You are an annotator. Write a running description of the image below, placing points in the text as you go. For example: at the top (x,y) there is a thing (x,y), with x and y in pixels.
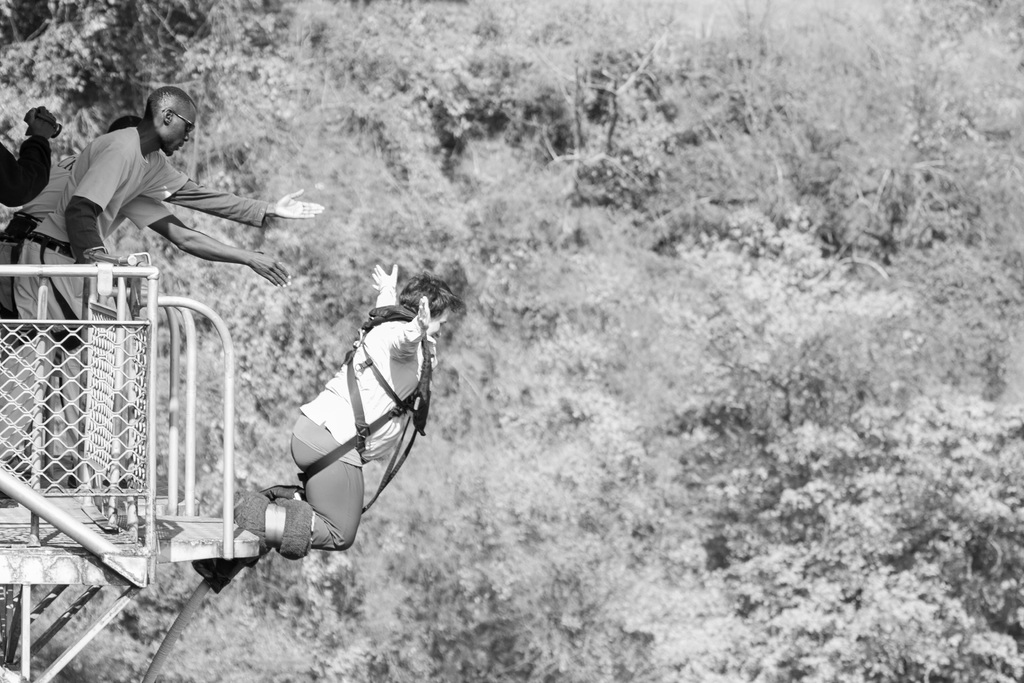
This is a black and white image. In the background of the image (542,138) there are trees (515,122). To the left side of the image (133,161) there are people (23,310) standing. There is a person (235,511) jumping wearing a belt (399,310).
